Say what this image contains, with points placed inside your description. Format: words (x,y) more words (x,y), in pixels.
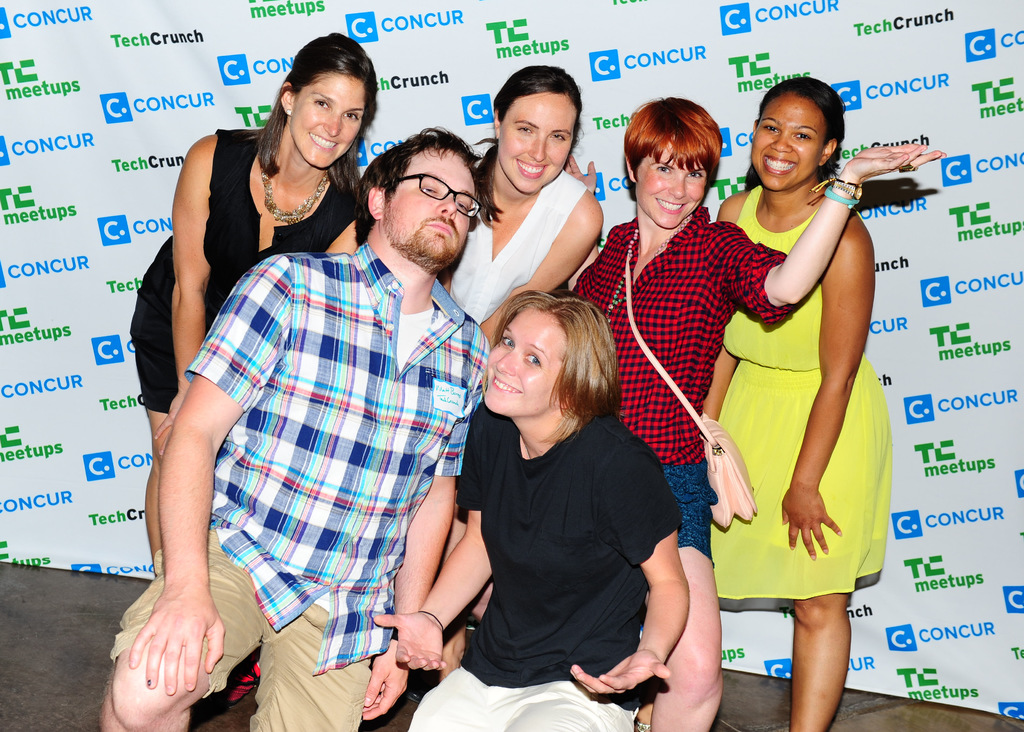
In this image I can see a group of people (557,194) and except one, I can see rest all are smiling. I can also see one of them is wearing a specs (469,199). Behind them I can see a white colour board (210,21) and on it I can see something is written.
